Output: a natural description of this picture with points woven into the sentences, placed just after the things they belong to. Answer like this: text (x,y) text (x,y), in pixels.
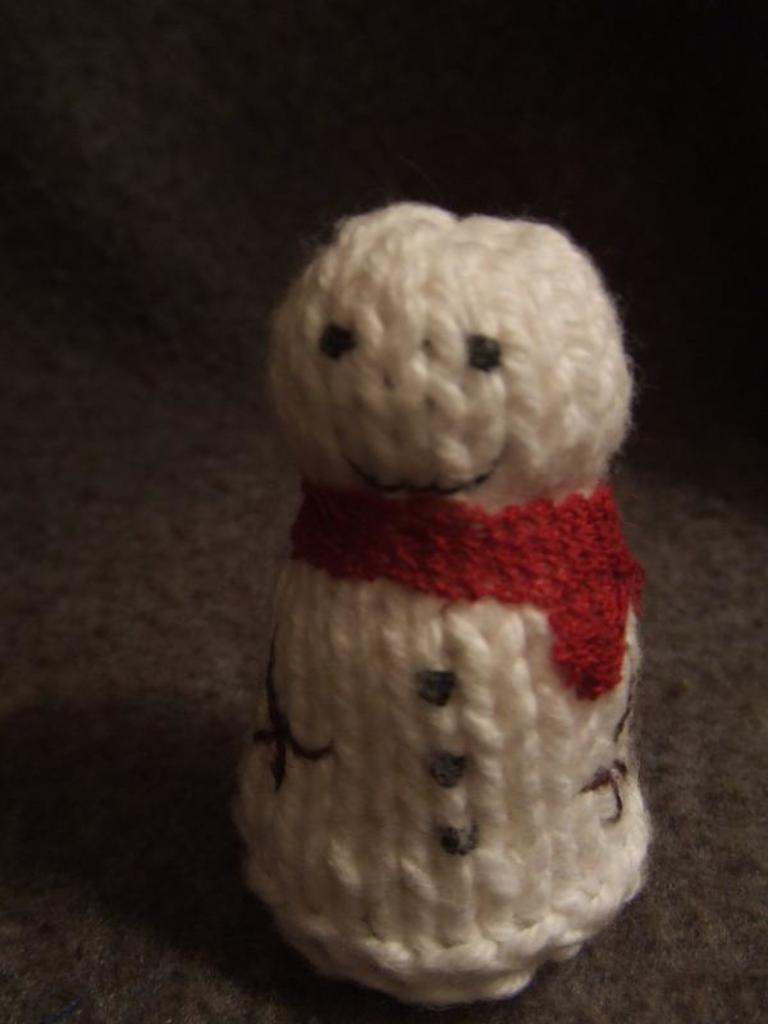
In the image we can see a woolen toy (305,732), white and red in color.
